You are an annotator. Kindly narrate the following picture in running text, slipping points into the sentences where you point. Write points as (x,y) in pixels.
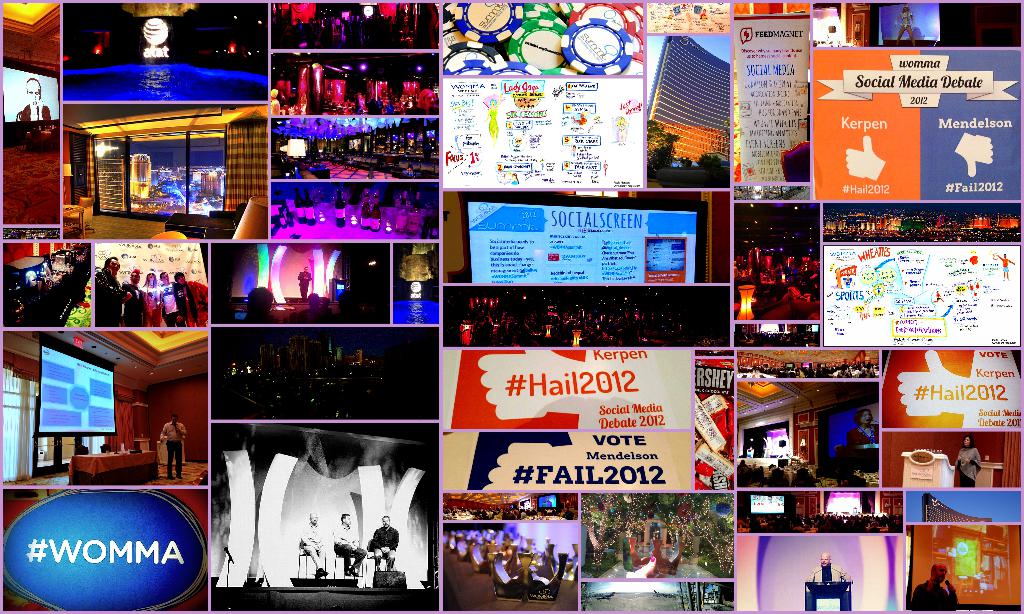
This is a collage image of many images and here we can see hoardings (873,139), screens (109,423), logos (514,220) and people (314,519) are sitting in one of the image and in the other, there are podiums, coins (586,62), buildings (660,96), trees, lights (319,290) and we can see some text (525,257) written on some of the images.
